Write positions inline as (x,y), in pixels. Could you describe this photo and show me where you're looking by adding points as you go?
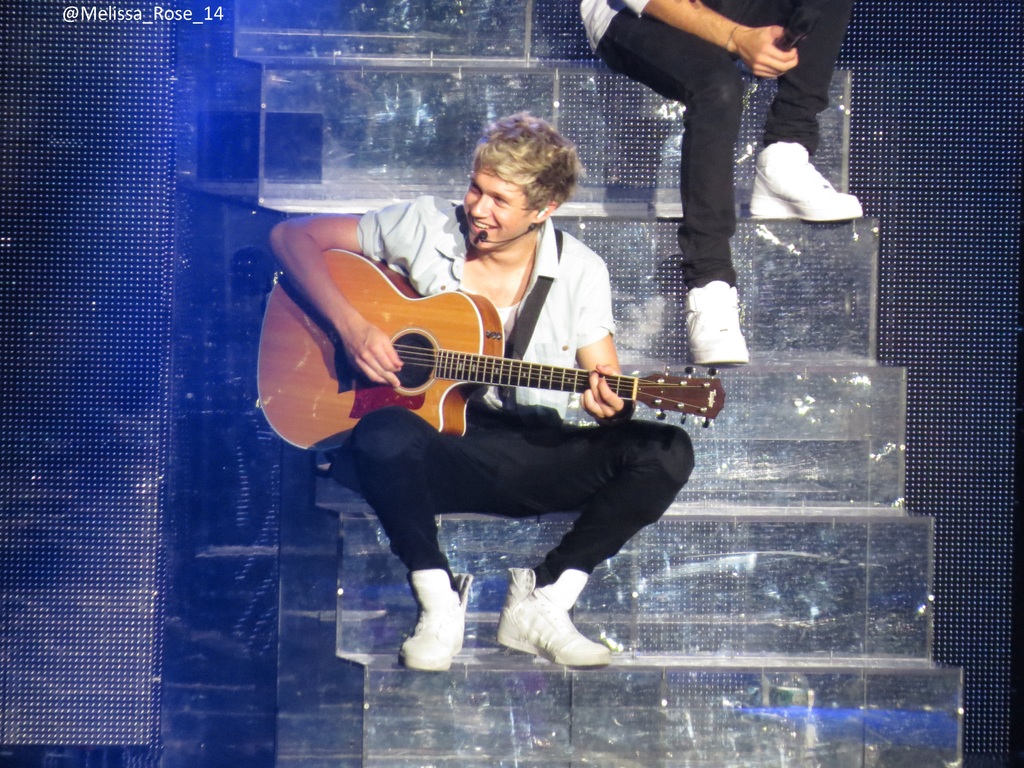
There is a boy (435,637) sitting on stairs (628,367) and playing guitar (378,305) and singing in microphone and behind him there is other person legs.
